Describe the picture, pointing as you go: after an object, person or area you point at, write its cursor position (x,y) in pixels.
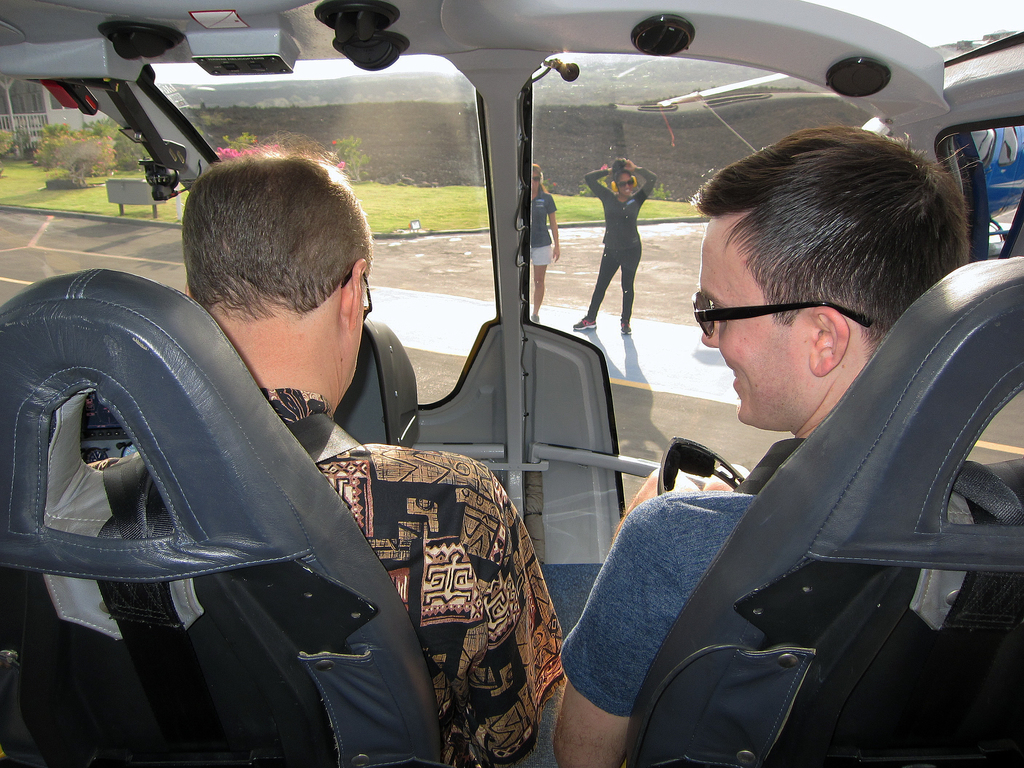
In this image we can see two persons (525,620) sitting on the seats (311,584) of the motor vehicle (508,193), women (536,250) standing on the road (491,294), ground (476,203), walls (410,141), bushes (88,142) and sky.
